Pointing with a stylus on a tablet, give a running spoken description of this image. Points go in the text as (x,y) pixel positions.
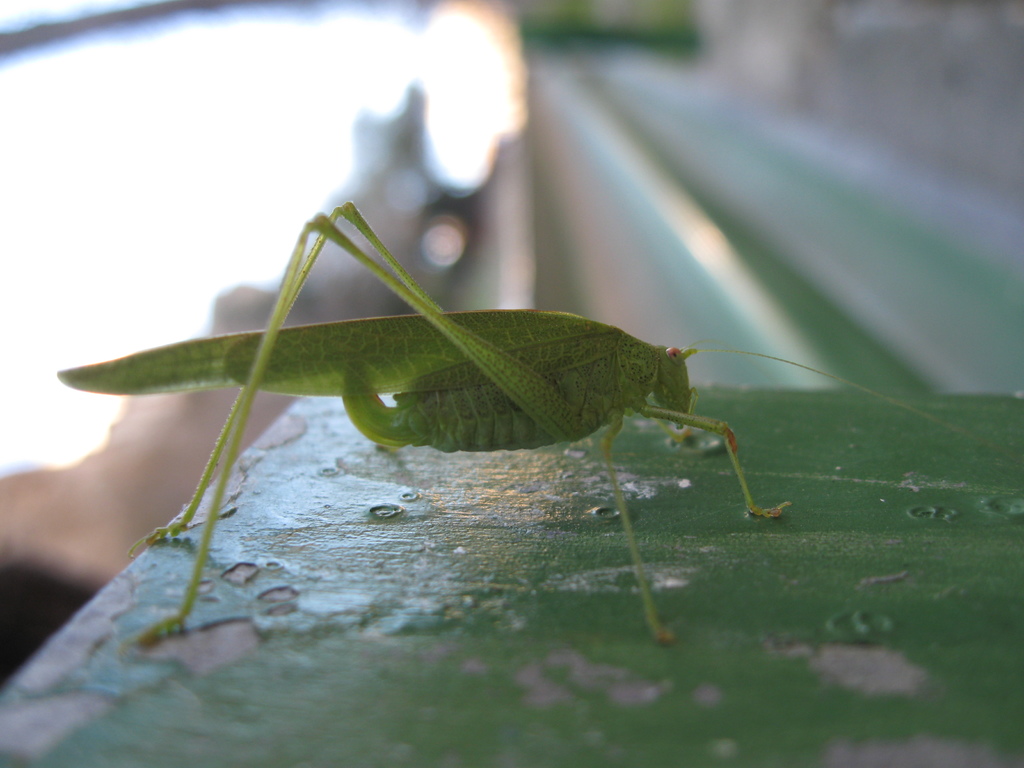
In this picture we can see a grasshopper (454,391) here, we can see a blurry background (452,142).
